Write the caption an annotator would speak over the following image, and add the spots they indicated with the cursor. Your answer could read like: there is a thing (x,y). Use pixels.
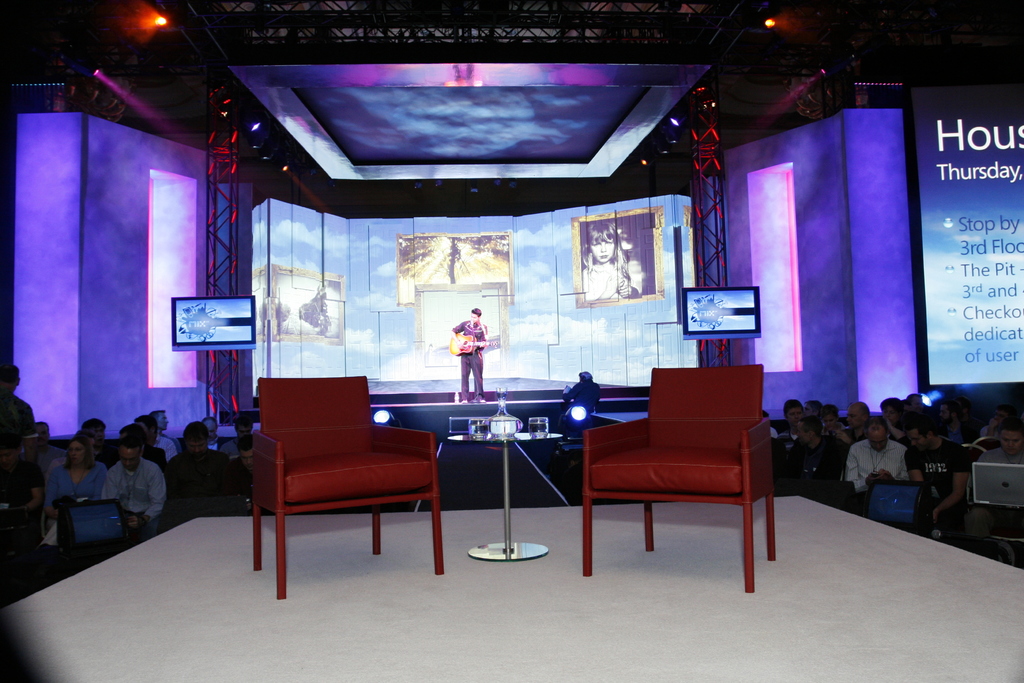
In the center of the image (481,338) there is a person (483,328) playing a guitar (464,342) and standing on a stage (433,397). On the background (562,373) we can see a projector (420,313) with a cloudy sky (348,246) and a photo frame (598,258). On the right side (933,242) there is a banner (966,336) we can see or read a Thursday. On the right (824,462) there is a group of people (962,514) who are sitting on the chair (1000,537) and this person (982,509) is working on a laptop (1010,486). On the left side (203,443) there are another group of people (208,456). Here it's a television (195,323) which is attached to the pole (226,239). There are two red chairs (603,452) and one table (526,434) in the middle of the image (346,437).
